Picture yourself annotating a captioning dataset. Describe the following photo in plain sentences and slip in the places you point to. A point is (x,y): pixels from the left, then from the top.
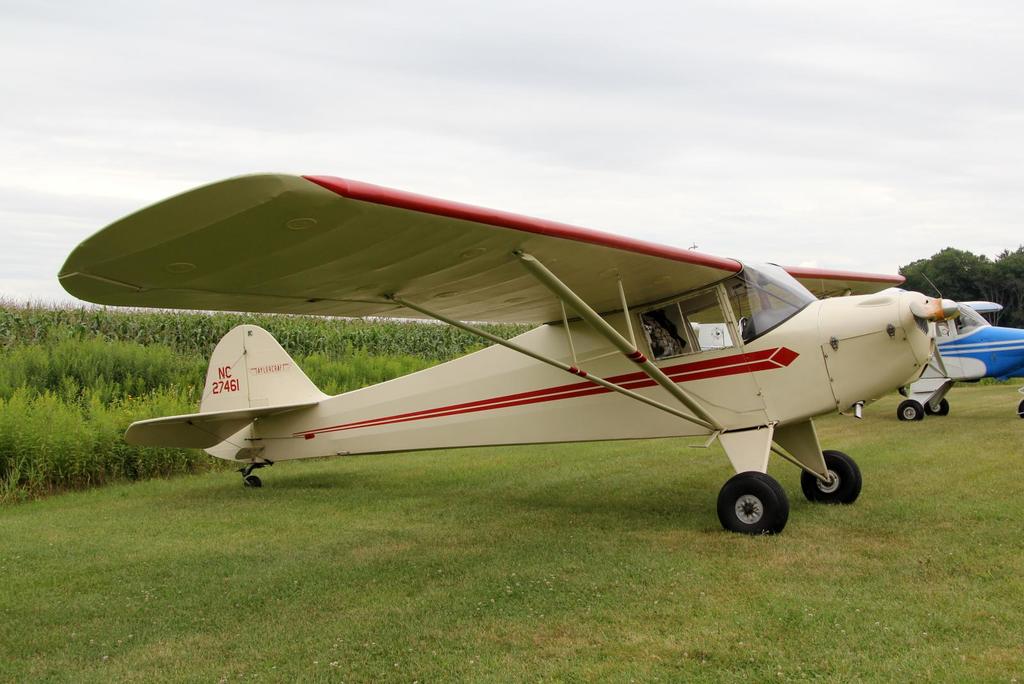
In this picture there are aircraft (689,404) in the center of the image (568,350) on the grassland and there is greenery (971,275) in the background area of the image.
